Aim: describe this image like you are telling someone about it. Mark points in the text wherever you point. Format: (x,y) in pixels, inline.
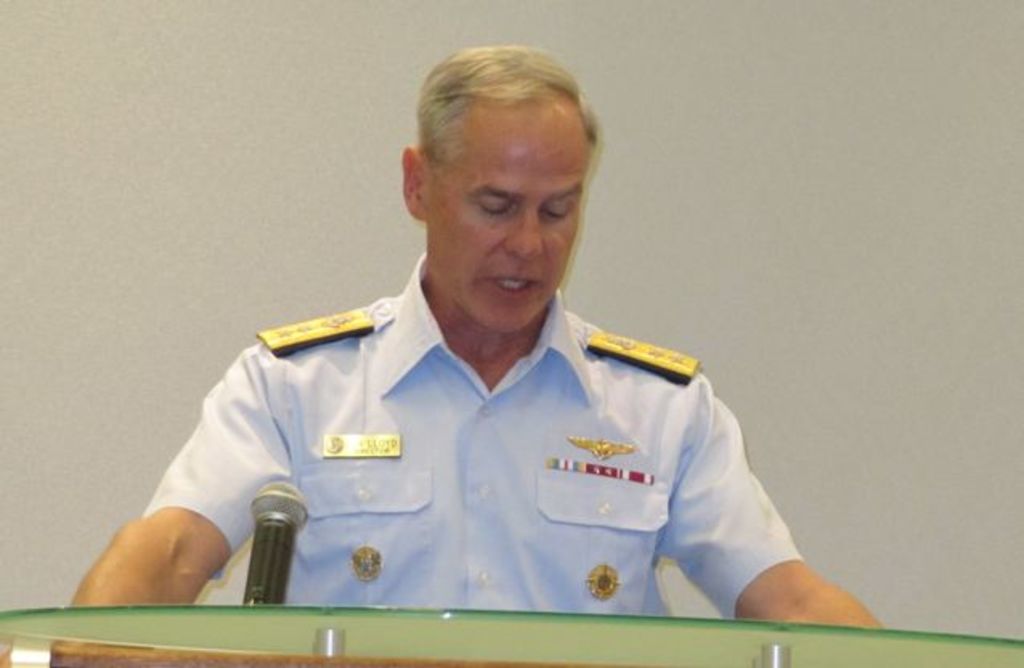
Here we can see a man (688,392). There is a mike (272,566) and this is a podium (688,632). In the background (787,290) there is a wall (721,146).
